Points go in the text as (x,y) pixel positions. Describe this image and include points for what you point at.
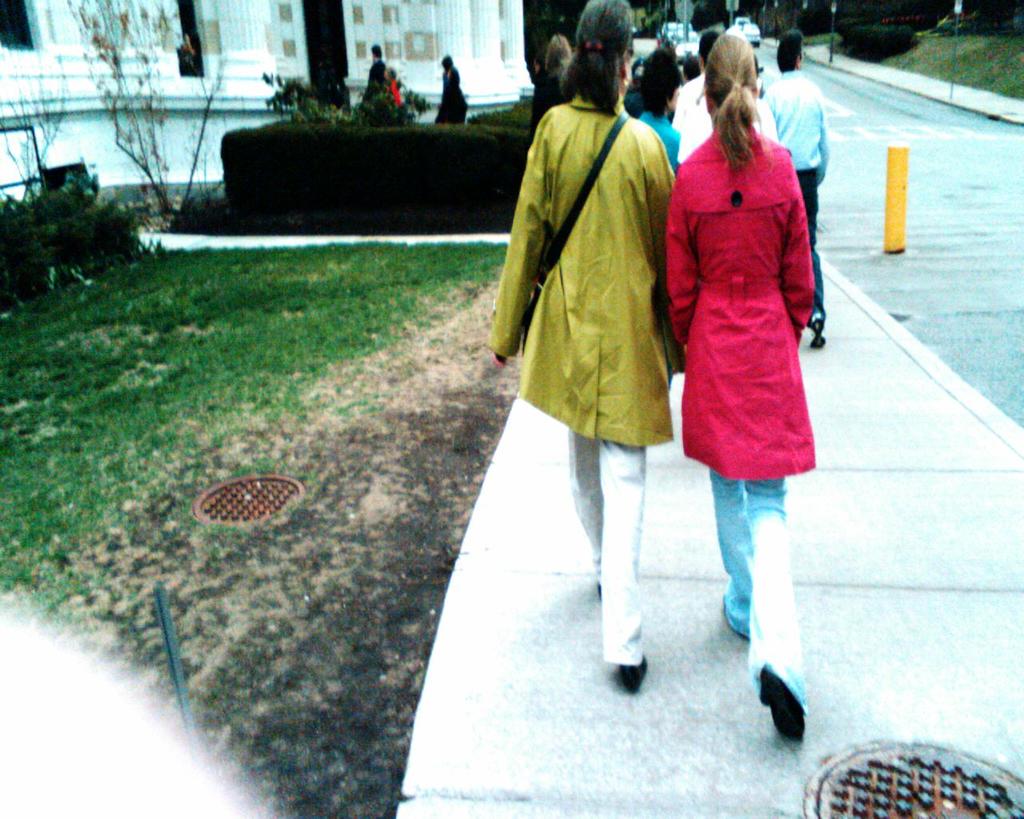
There are persons (544,306) walking on the footpath (669,712), near a road (965,313), on which, there is an yellow color pole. On the left side (326,370), there are plants (442,190) and there's grass (321,286) on the ground (183,276). There are persons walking near a white color building (197,91). On the right side (990,64), there is grass (976,56) and plants (874,20) on the ground (1021,52).
